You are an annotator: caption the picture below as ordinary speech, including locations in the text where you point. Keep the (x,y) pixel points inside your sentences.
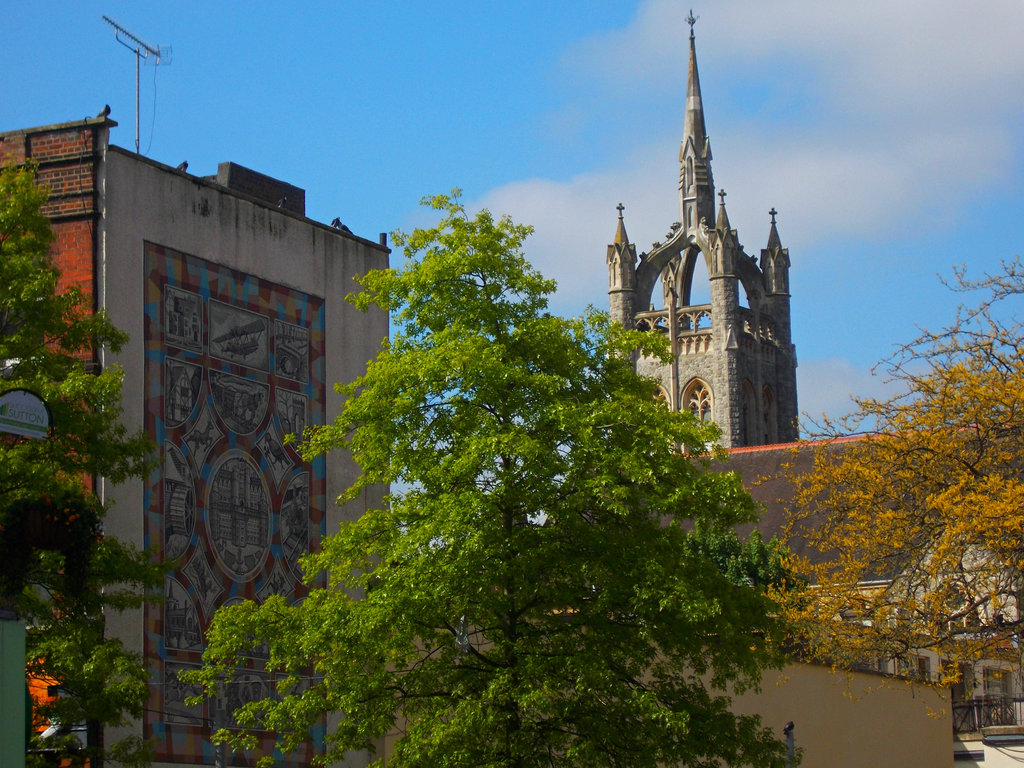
In this image there is a tower (715,349) in the middle (674,350). In front of the tower (707,247) there are trees (699,478). At the top (460,38) there is the sky (442,30). On the left side (181,370) there is the building (166,466).
